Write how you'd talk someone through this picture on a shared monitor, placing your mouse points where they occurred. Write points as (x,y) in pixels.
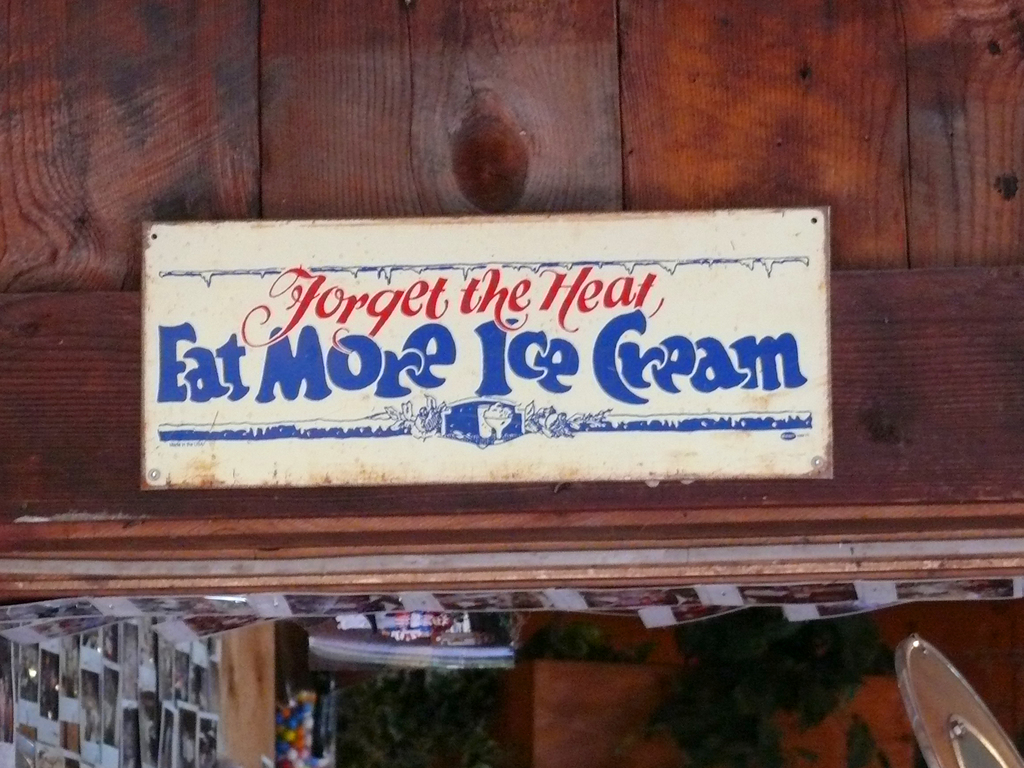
In this image I can see many photos (122,675) and there is a board (314,425) attached to the brown color wall (556,516). I can see something is written on the board (371,380).
